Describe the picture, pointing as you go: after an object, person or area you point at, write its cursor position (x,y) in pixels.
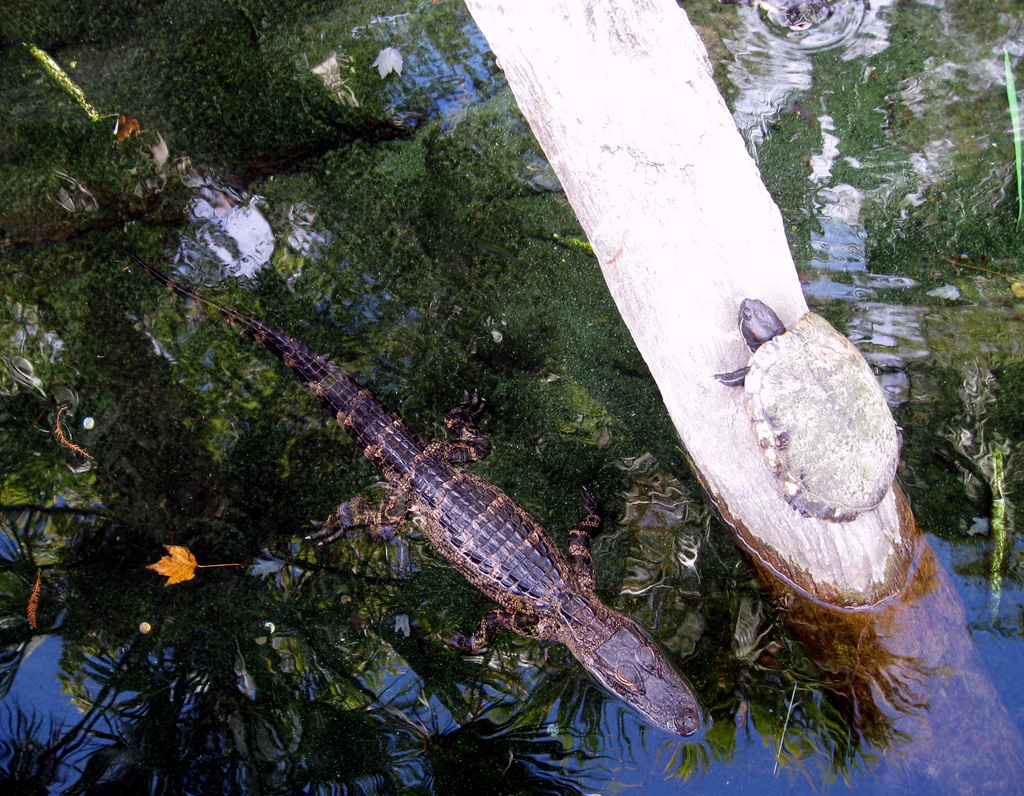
This image consists of water (202,270). In that there is crocodile (398,434) and turtle (859,481).
